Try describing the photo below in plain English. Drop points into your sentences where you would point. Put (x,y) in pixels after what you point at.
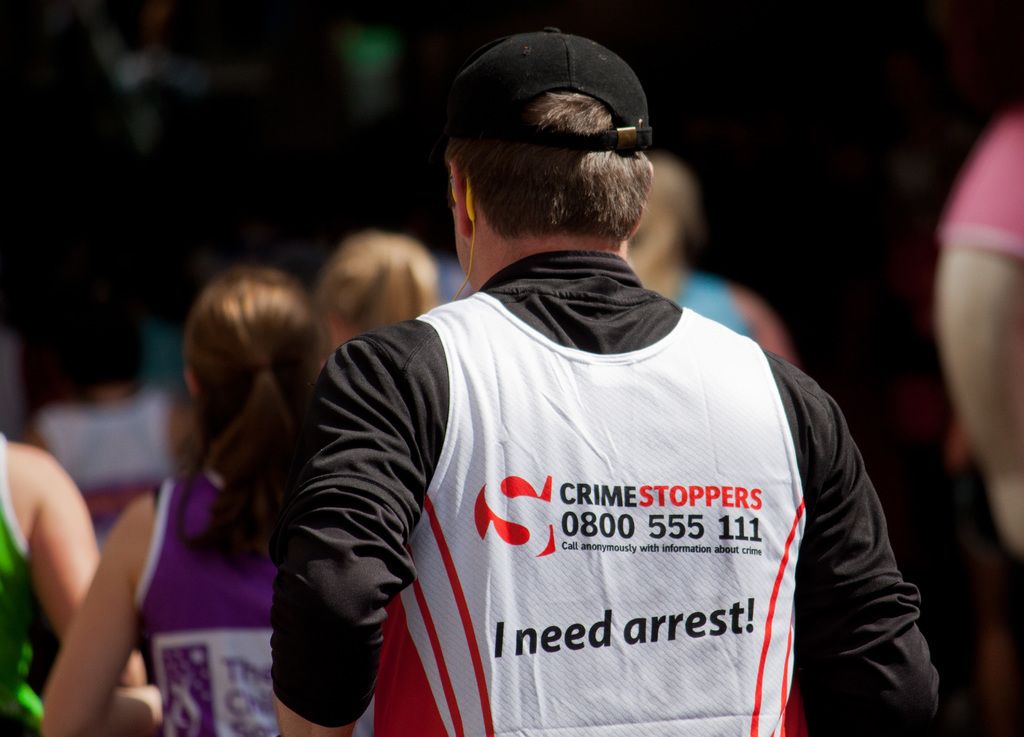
This image consists of so many persons (519,433). In the front (444,310) there is a person (462,502) who is wearing a black shirt (822,623). He is wearing a cap (521,119).
